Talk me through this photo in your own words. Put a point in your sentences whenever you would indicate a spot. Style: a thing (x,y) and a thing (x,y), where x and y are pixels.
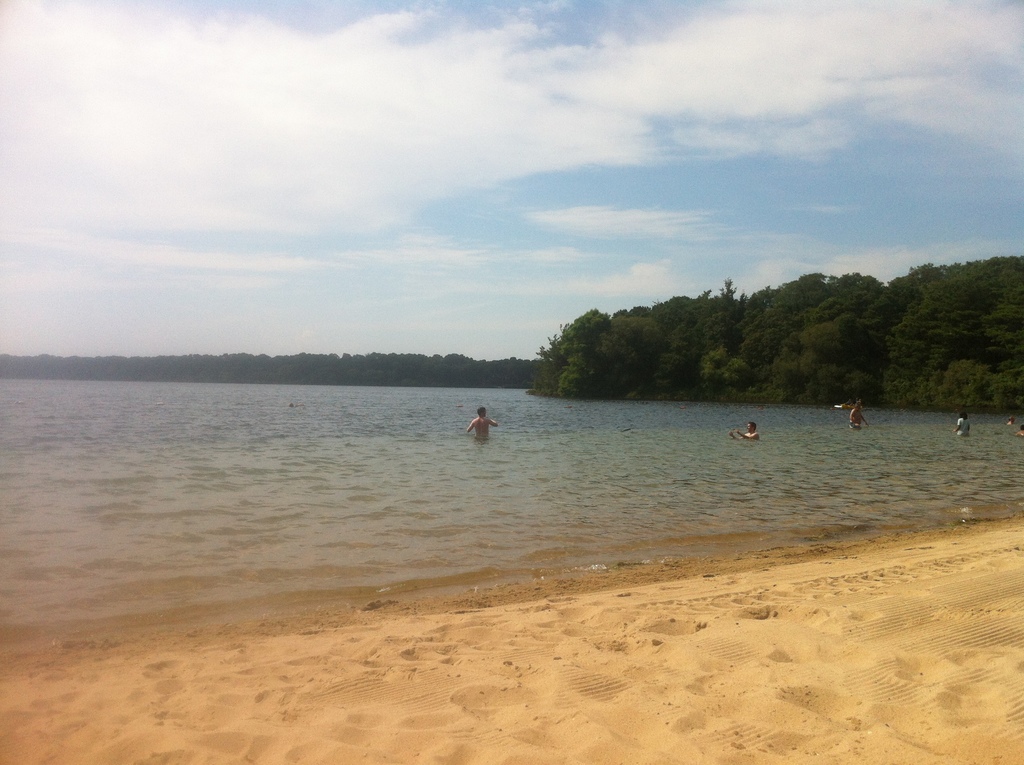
This picture is clicked outside the city. In the foreground (499,703) we can see the sand (617,711). In the center (664,475) there are some persons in the water body (375,447). In the background (460,210) there is a sky (390,242) and we can see the trees (648,349).
